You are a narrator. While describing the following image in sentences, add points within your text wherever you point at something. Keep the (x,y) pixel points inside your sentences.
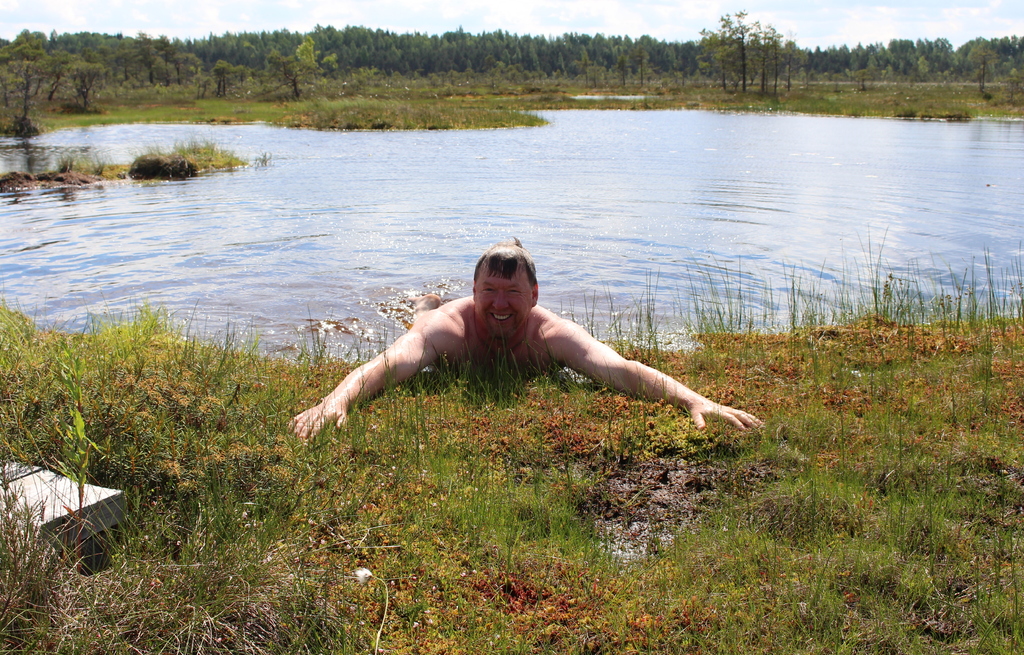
In this image I can see a person (489,355), some grass (705,546) on the ground (665,490), the water (620,271) and few trees (371,53). In the background (870,35) I can see the sky (616,10).
